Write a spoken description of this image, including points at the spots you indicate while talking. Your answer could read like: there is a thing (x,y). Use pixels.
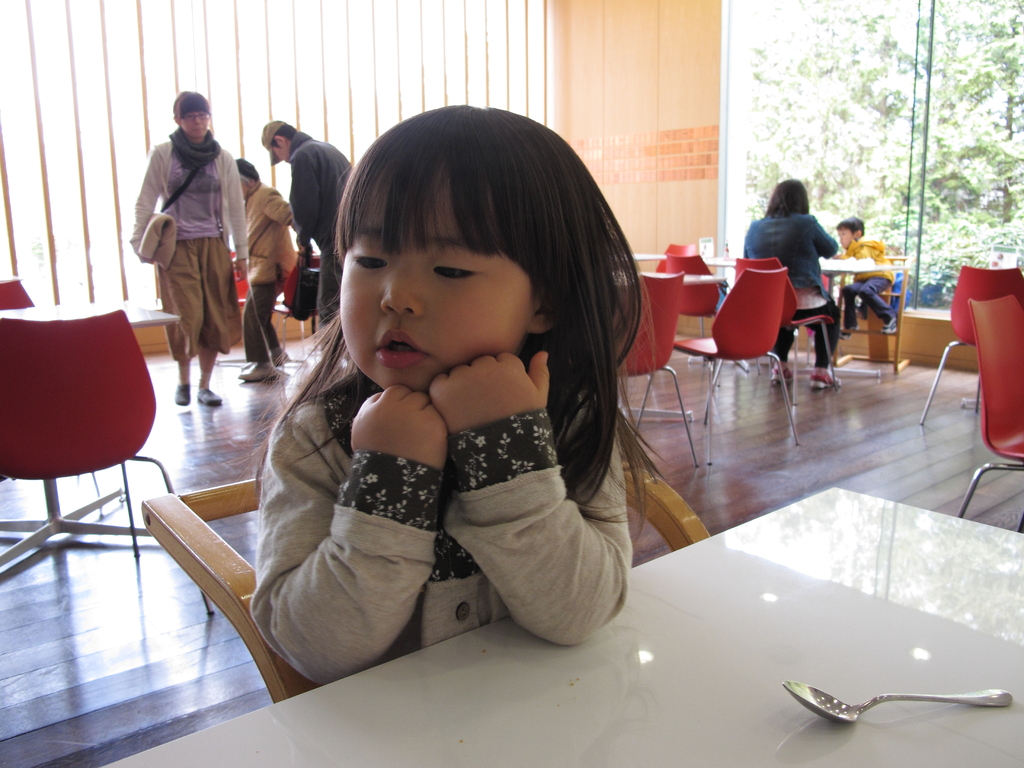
In this image I can see a girl (298,440) is sitting. I can also see a spoon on this table (807,669). In the background (220,160) I can see few more people (207,144) where few of them are standing and few are sitting on chairs (789,297). Here I can see number of chairs (34,362) and tables (8,317).
